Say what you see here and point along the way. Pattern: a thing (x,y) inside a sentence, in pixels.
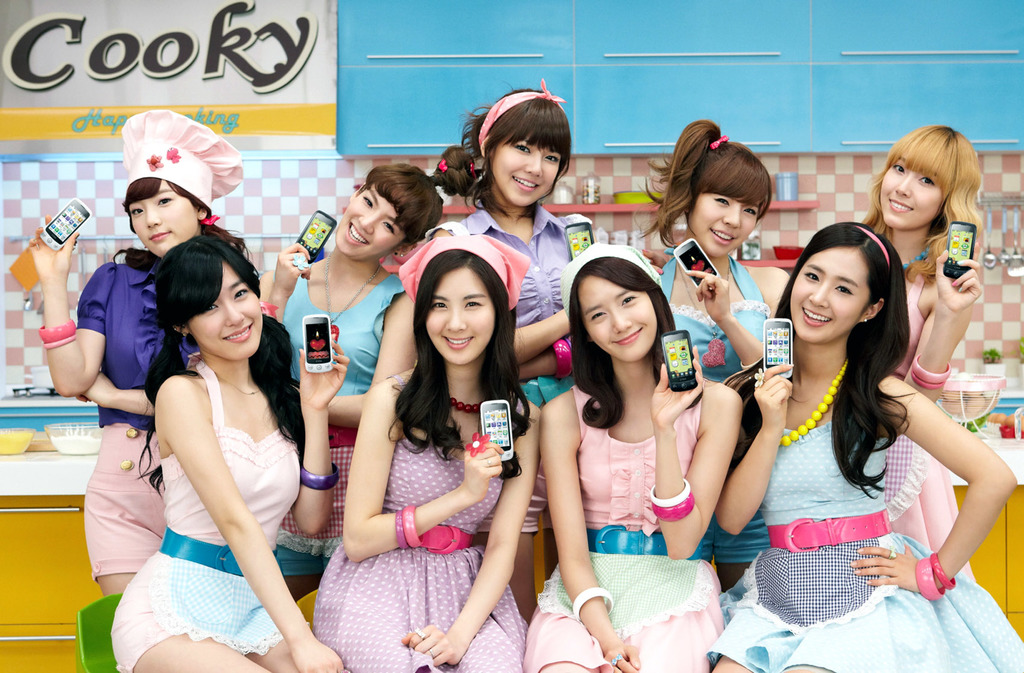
This picture describe about a group of girls (361,539) sitting on the chair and holding the sample mobile phones (782,376) in their hands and behind a group of five girls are standing and holding the mobile phones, In front (184,466) we can see the girl (708,577) wearing pink dress (664,635) is sitting and showing the phone (672,379) and smiling towards the camera, On the behind we can see a blue cabinet doors (545,76) and a poster (155,40) beside written as cooky on it.
